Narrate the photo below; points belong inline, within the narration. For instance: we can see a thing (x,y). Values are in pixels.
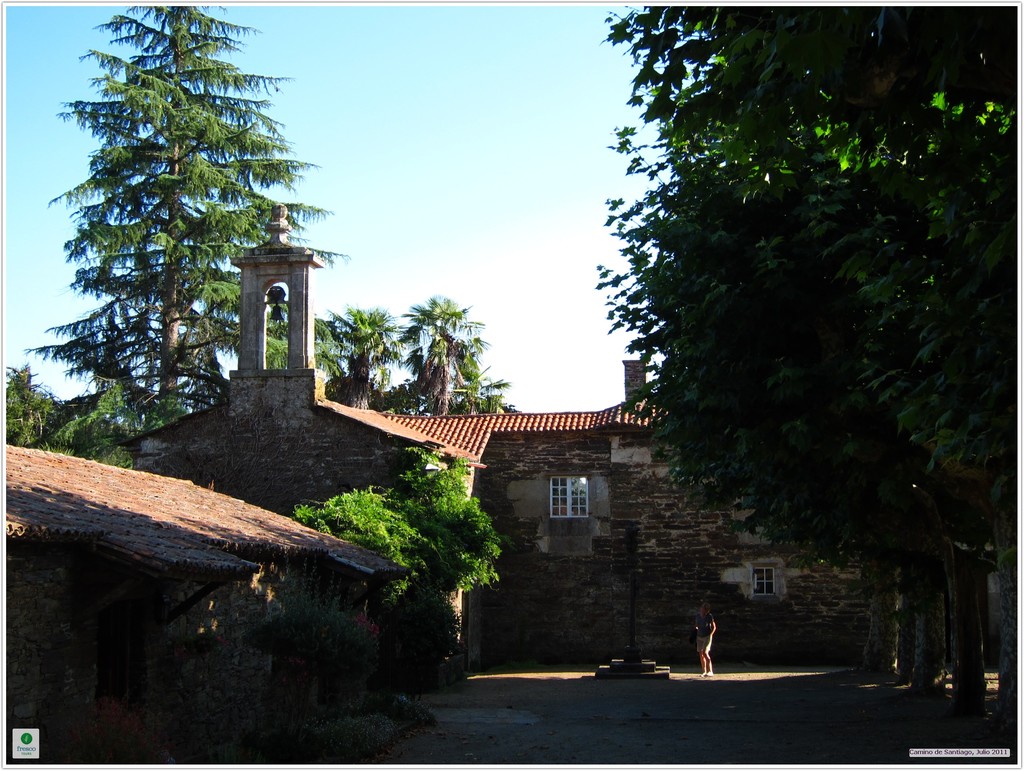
In this image, we can see a shelter house (464,446) in between trees (410,316). There is a person (698,627) standing in front of the pole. There is a sky (339,107) at the top of the image (347,57).
